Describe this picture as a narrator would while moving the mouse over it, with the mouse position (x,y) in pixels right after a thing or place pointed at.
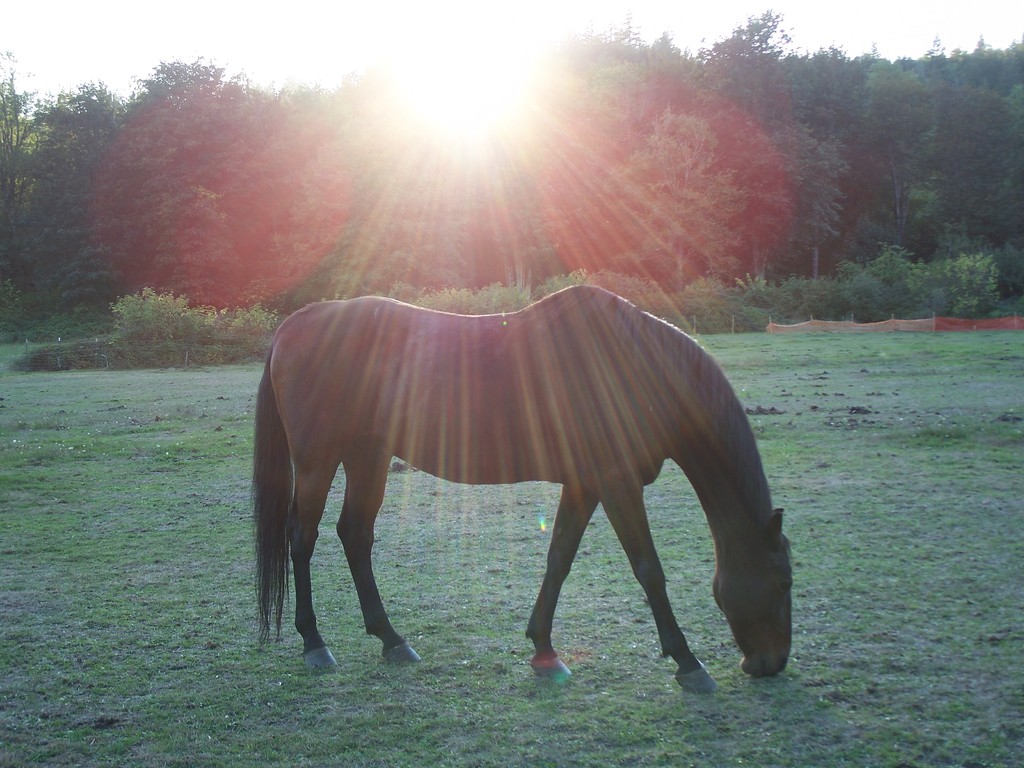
In this picture there is a horse (773,632) standing and eating the grass (804,647). At the back (225,188) there are trees (177,90). At the top (231,44) there is sky (194,54) and there is a sun (495,110). At the bottom (718,695) there is grass (709,648) and there is a fence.
